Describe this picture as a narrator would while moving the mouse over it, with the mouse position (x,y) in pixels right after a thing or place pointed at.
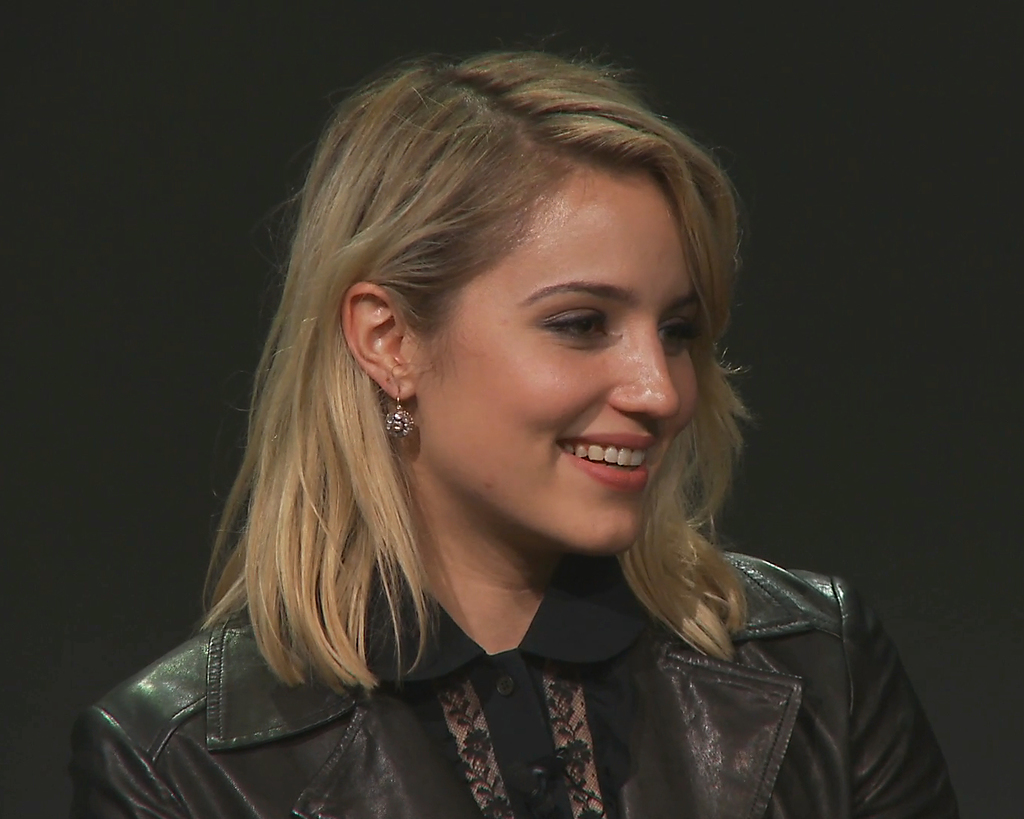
In this image there is a lady (453,541) with a smile on her face (490,489) and looking to the right side of the image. The background (23,653) is dark.
